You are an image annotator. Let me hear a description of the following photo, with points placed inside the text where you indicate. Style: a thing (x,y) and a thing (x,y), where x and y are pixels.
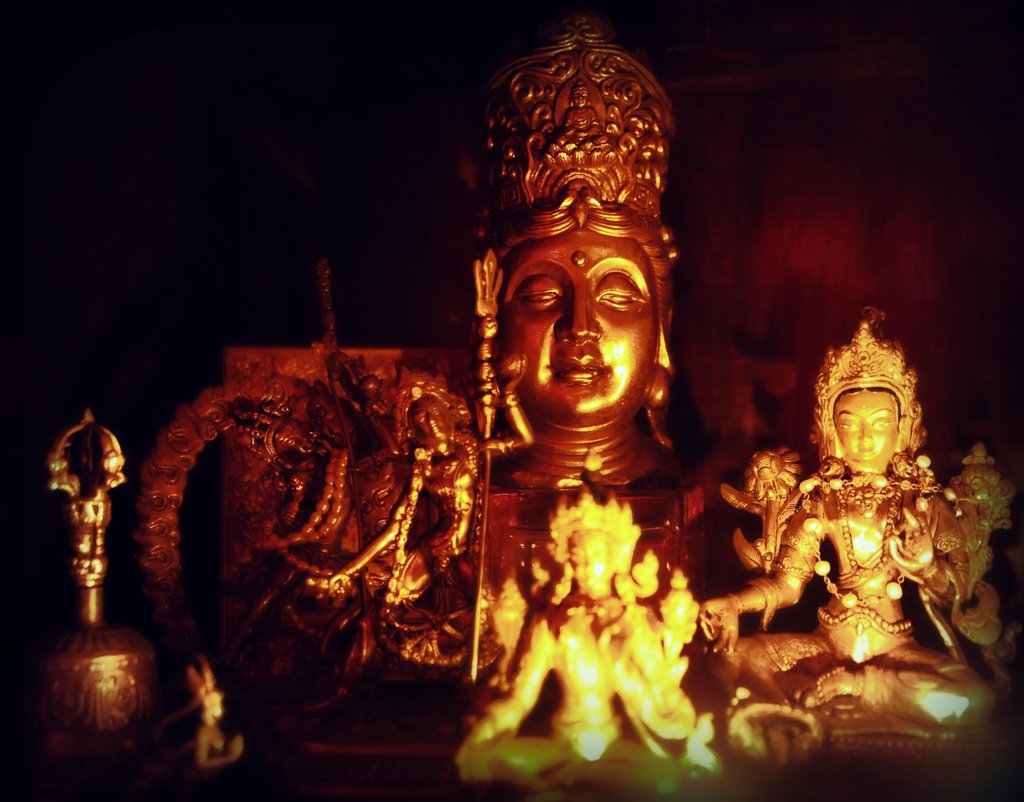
In the center of the image (365,509) we can see sculptures (259,622) and ornaments (151,548). And we can see the dark background (19,610).
